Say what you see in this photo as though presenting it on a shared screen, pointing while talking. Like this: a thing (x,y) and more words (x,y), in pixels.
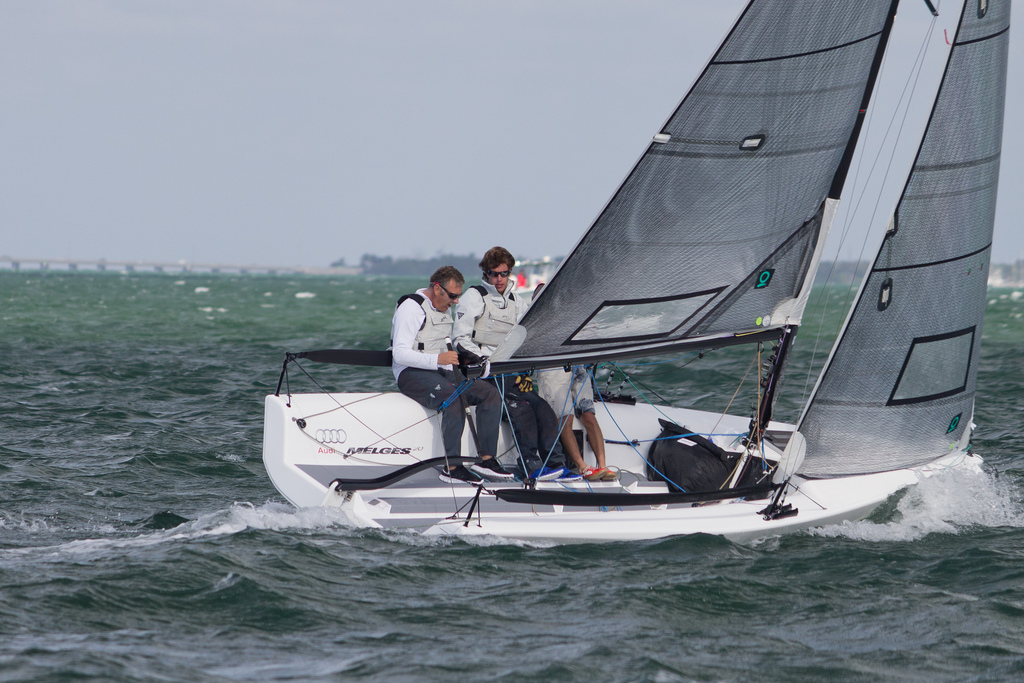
In this image there are three persons (511,390) sitting in middle of this image (494,435) and there is a boat (534,491) at right side of this image (856,334) and that is in white color, and there is an ocean (310,387) at below of this image and there is a sky (334,91) at top of this image (470,126).
